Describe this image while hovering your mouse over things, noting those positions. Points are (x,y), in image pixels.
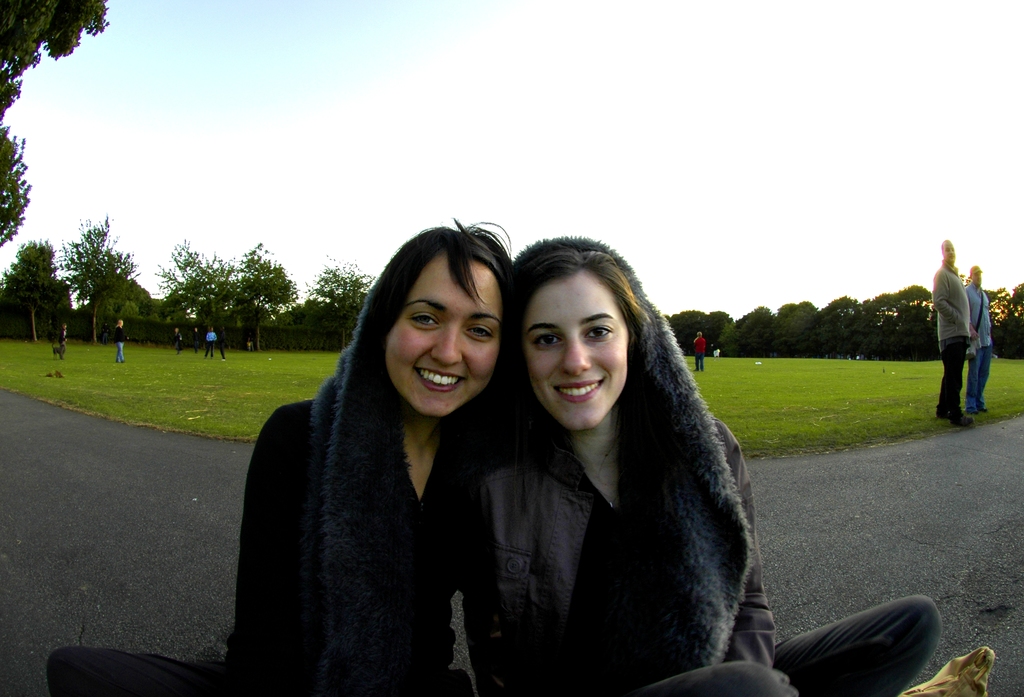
This is an outside view. Here I can see two women (525,517) are sitting on the road (215,527), smiling and giving pose for the picture. On the right side (946,304) two persons (957,350) are standing and looking at this women (508,482). In the background (119,348), I can see some more people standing on the ground (142,379). In the background (129,308) there are many trees (199,311). At the top of the image (404,78) I can see the sky (214,134).
